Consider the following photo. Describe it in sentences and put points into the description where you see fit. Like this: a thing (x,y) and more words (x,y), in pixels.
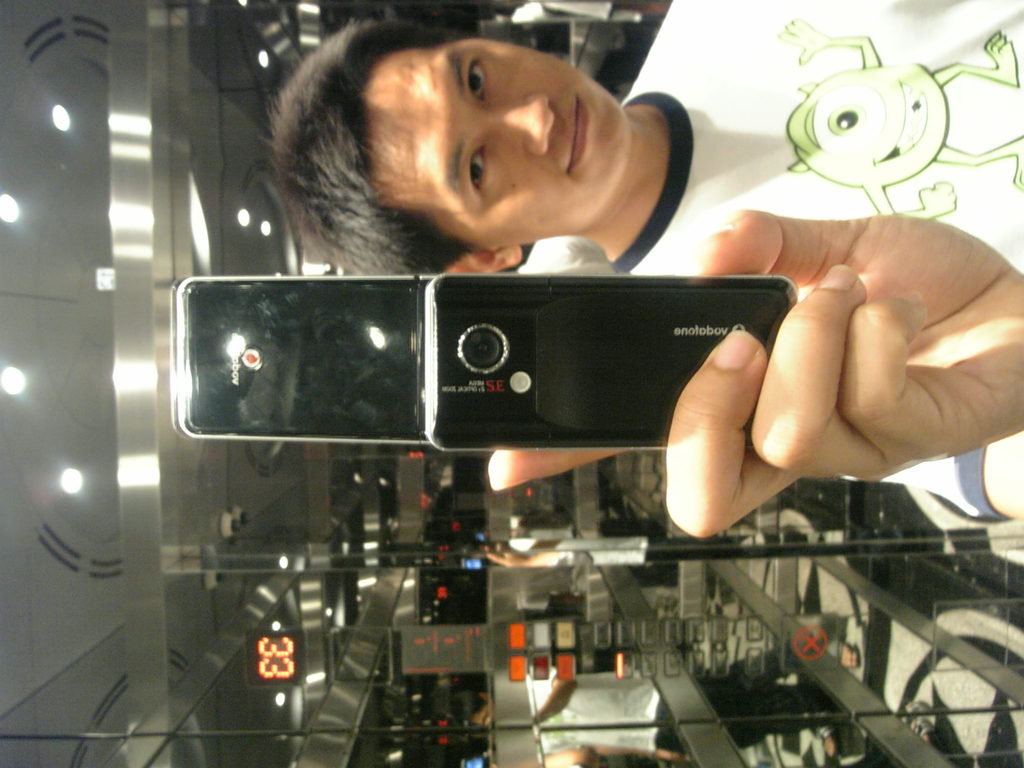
In the picture we can see a man (515,461) holding a mobile phone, in the background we can see a clock number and lights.
